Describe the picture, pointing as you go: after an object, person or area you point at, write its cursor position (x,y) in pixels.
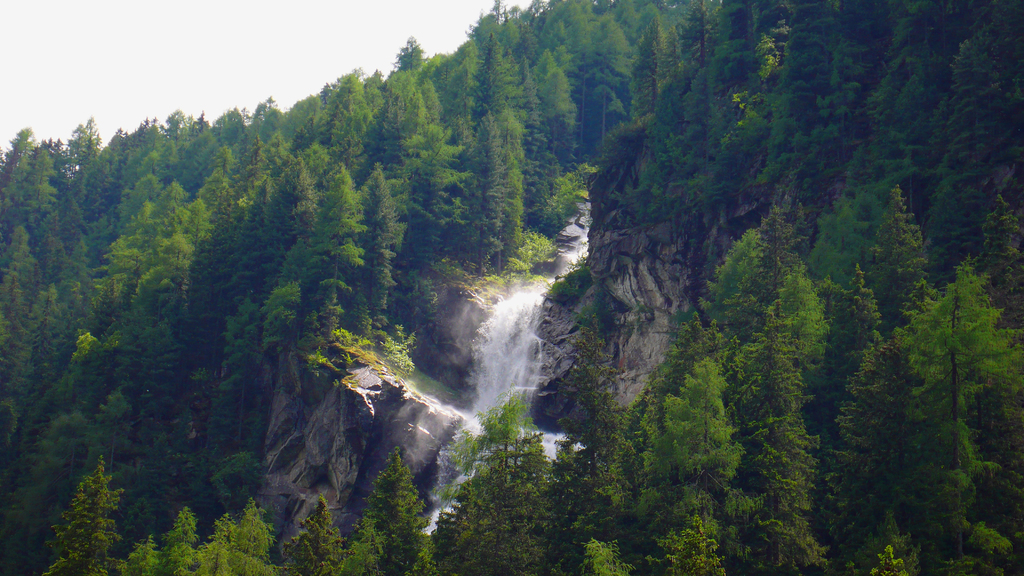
In this picture I can see trees (836,368), water (546,290) flowing and a cloudy sky (242,93).
